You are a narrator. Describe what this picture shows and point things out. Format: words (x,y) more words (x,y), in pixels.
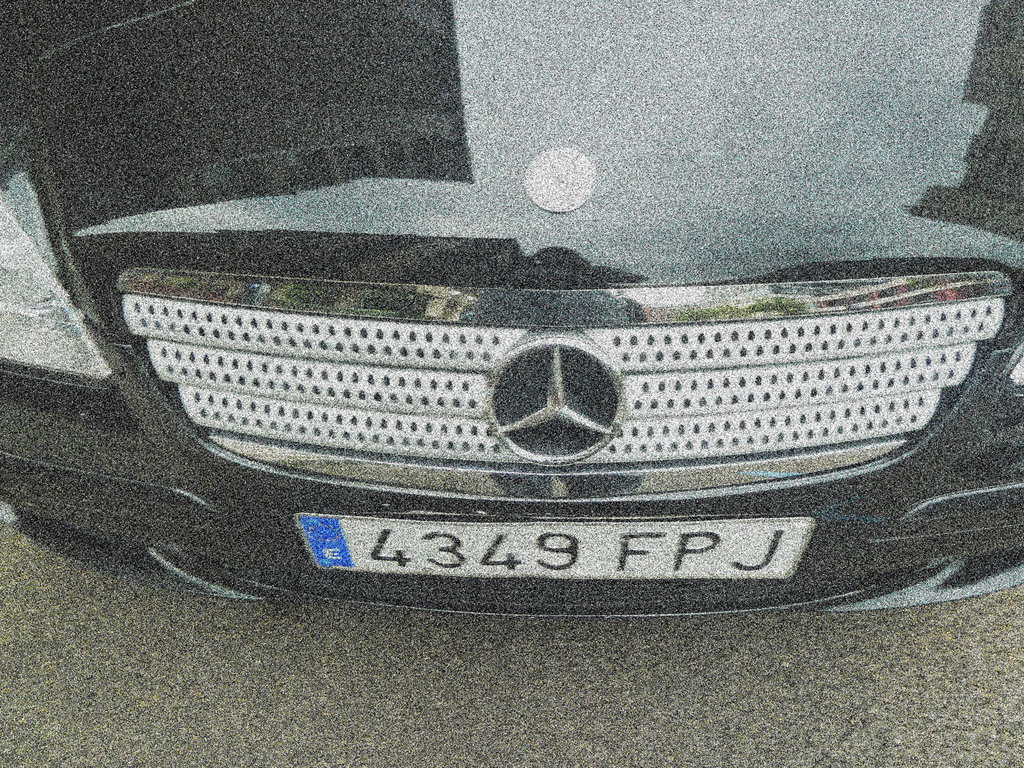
In the image we can see a vehicle (479,188) and number plate (609,541) of the vehicle (616,516). Here we can see the logo (592,399) and the road (493,701).
